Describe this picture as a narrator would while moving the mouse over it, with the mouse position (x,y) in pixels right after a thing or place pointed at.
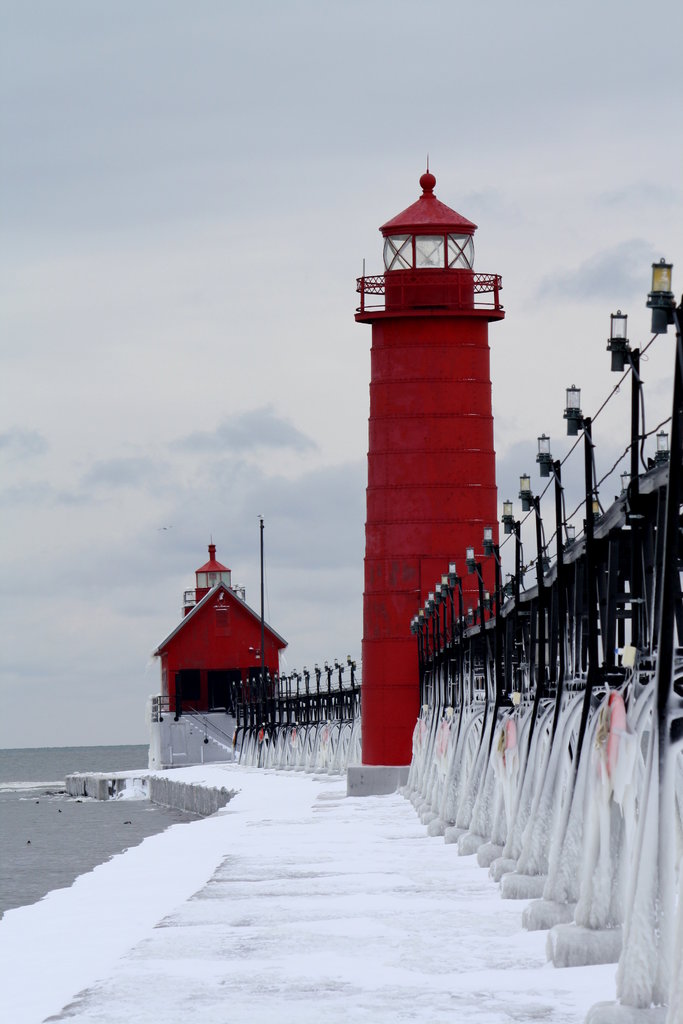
In this picture I can see a tower (450,558) and a small house (218,646) and I can see few lights (475,570) and water (90,760) and I can see a cloudy sky (330,229).
